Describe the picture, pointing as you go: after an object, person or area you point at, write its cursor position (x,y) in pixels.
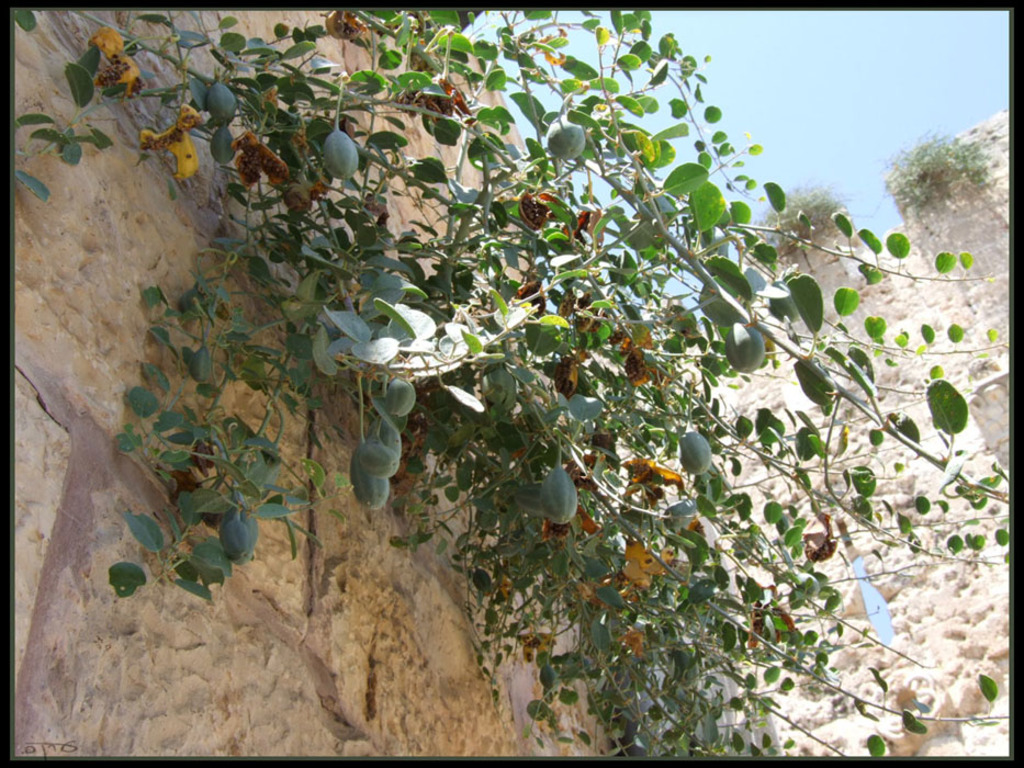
In this image we can see creeper plants (586,411). In the background (922,309) there is a wall (812,405) and sky (801,137).
